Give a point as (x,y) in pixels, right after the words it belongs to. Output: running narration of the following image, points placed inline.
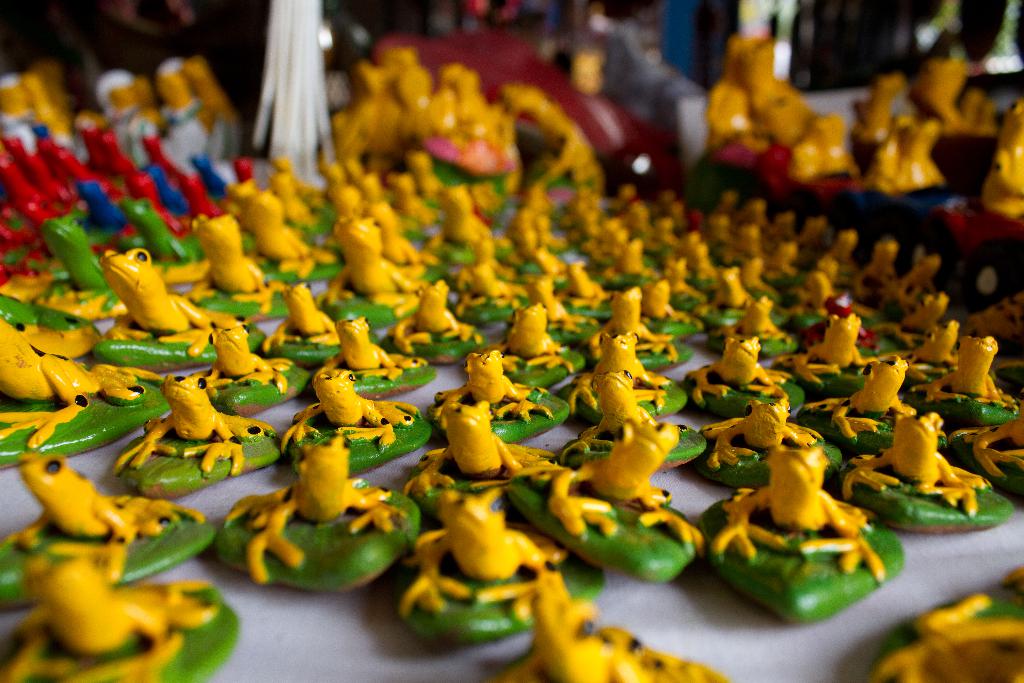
In front of the picture, we see the frog toys (660,429) which are placed on the white table (308,634). These toys (94,511) are in yellow and green color. In the background (413,123), we see many toys (414,104) which are in yellow, blue and red color and this picture is blurred in the background (408,124).
